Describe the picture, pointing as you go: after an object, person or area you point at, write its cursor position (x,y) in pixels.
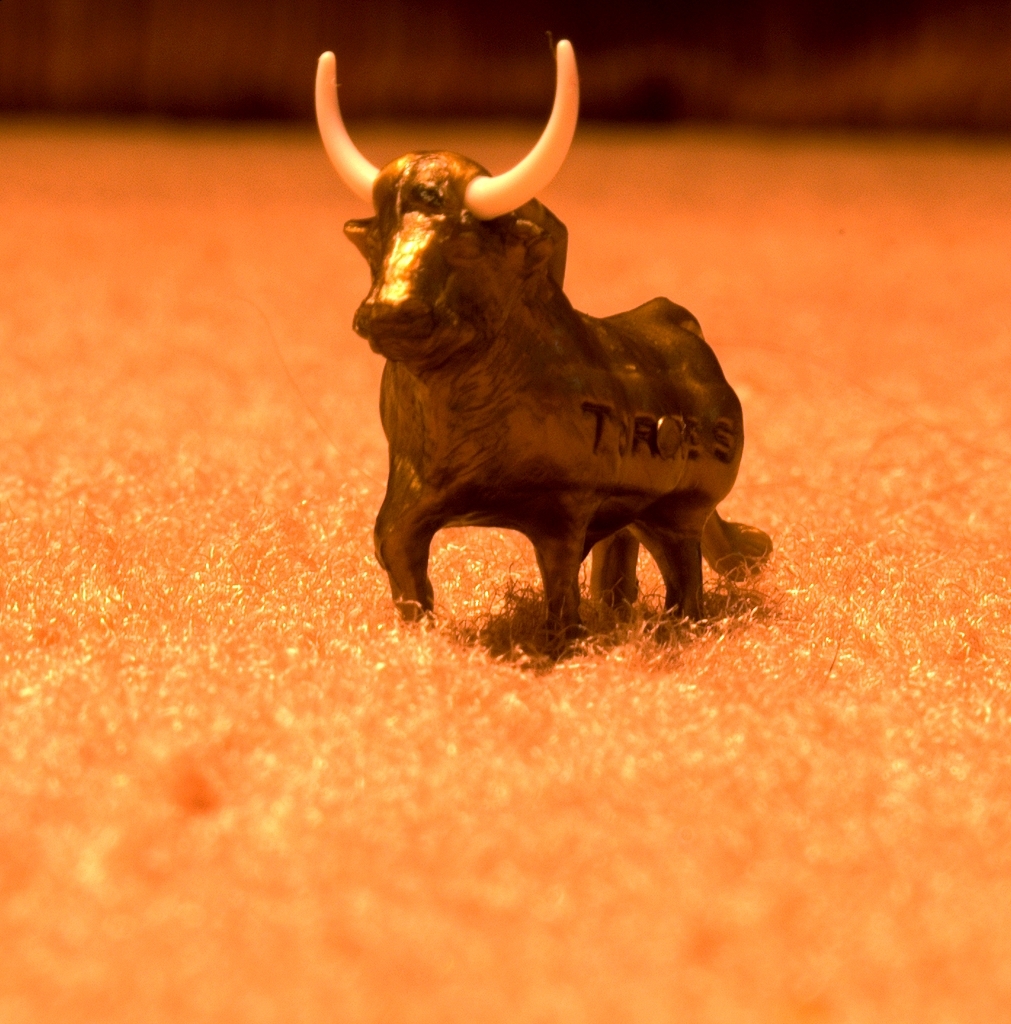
In the center of the image (476,410) we can see a toy (586,420).
